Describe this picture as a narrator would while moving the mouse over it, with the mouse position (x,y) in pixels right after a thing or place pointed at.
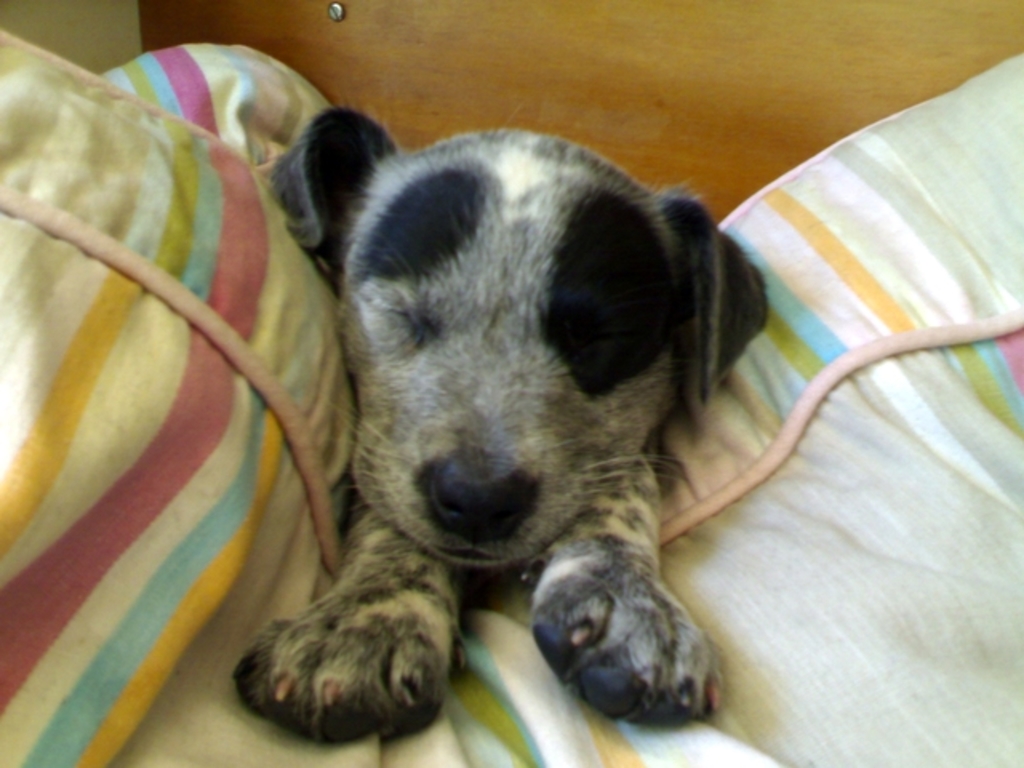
In this image, we can see a dog (540,445) is sleeping on the cloth (920,386). Background (588,100) we can see the wooden object (472,90) and cream color.
